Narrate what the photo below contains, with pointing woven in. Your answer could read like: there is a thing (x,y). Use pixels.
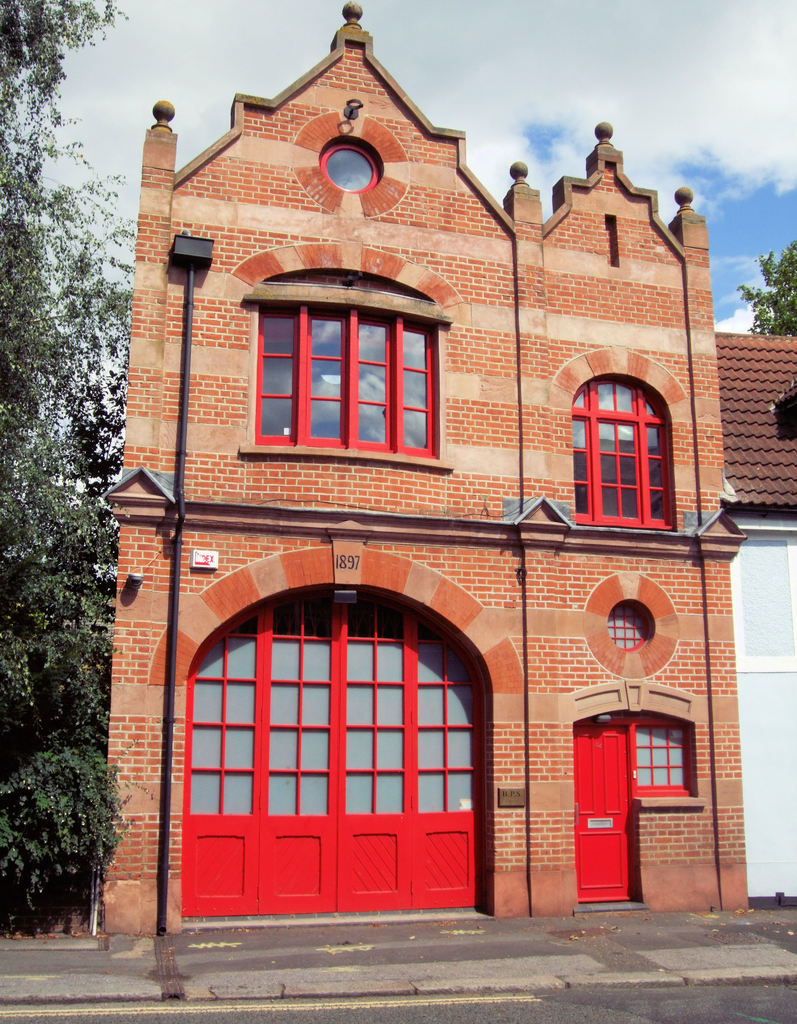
In this image, we can see buildings (371,263) and in the background (62,321), there are trees (115,559) and we can see a board (197,559) on the wall (153,577). At the top (619,75), there are clouds (668,75) in the sky (704,190) and at the bottom (558,1013), there is a road (546,1009).
